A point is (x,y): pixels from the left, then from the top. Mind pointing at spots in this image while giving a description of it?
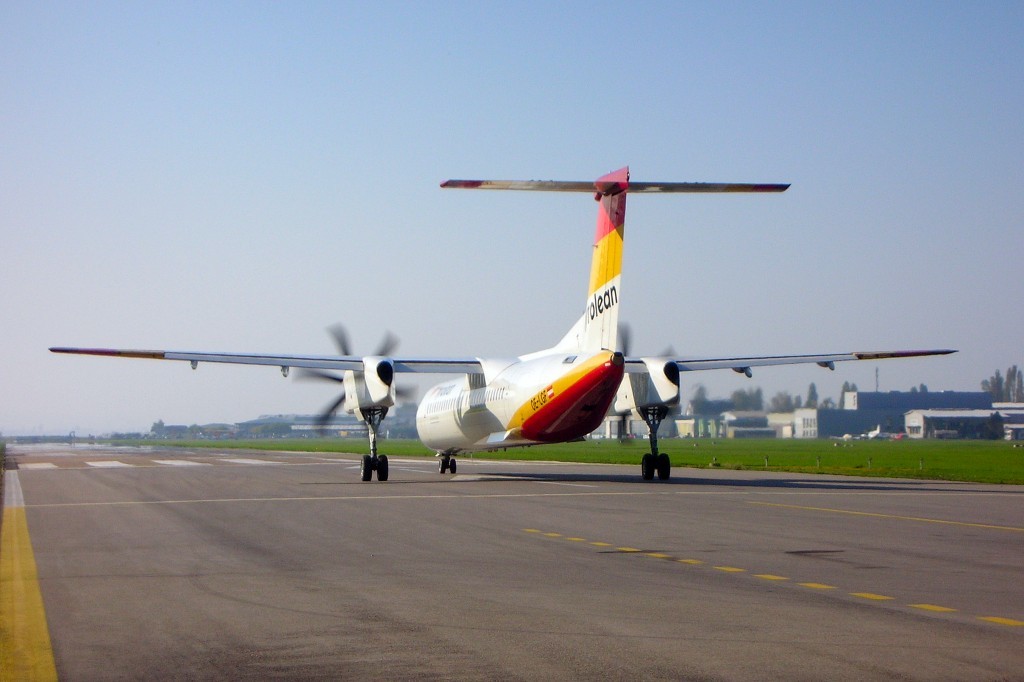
In this image, in the middle (599,357), we can see an airplane (600,392) moving on the road (528,465). On the right side (783,436), we can see some buildings (799,429), trees (1018,391). At the top (285,129), we can see a sky (477,87), at the bottom (842,545) there is a road (563,476) and a grass (906,455).
